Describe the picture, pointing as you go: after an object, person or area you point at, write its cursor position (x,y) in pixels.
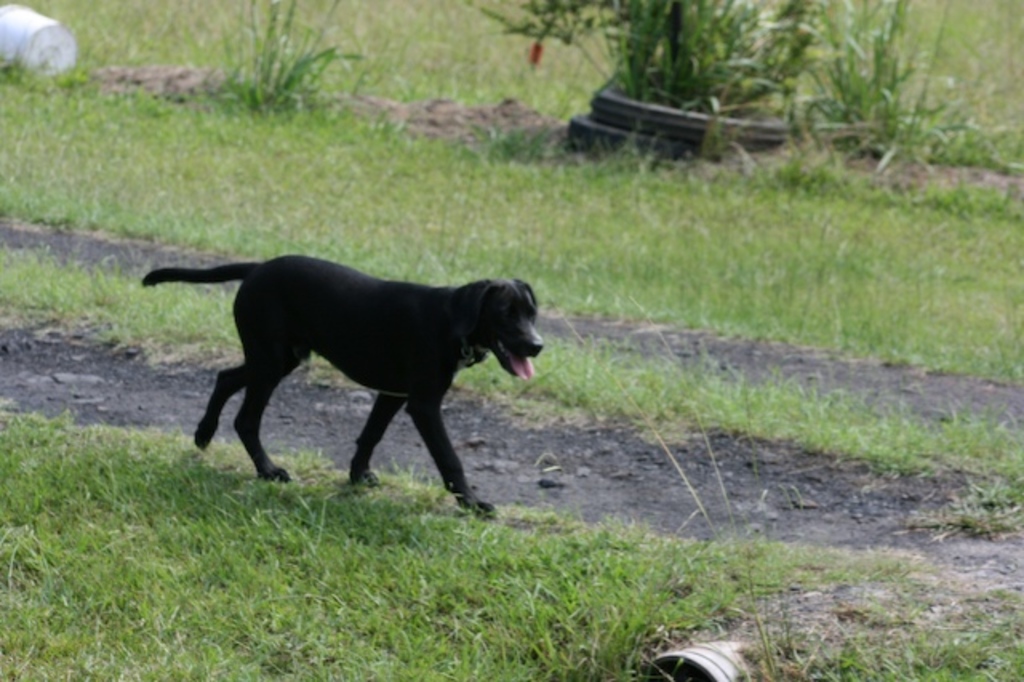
In this image we can see a black color dog (388,423). At the bottom of the image (345,570) there is grass (433,570). In the background of the image (297,74) there are plants (287,34). There is a white color object (34,35) to the left side of the image (33,47).
